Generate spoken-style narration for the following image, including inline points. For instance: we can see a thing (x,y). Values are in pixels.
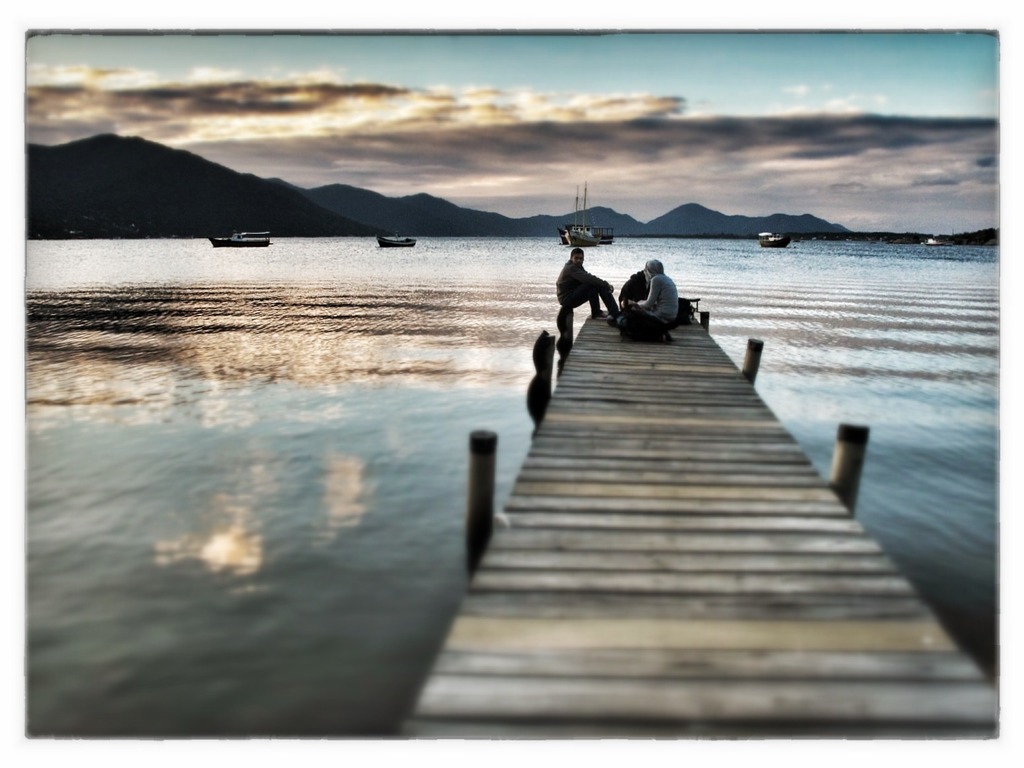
On the right side of the image (758,517) we can see a walkway (632,446) and there are people (612,294) sitting on the walkway (655,357). In the background (379,339) there is a river (224,285). We can see boats (763,240) on the river (809,252). There are hills (416,204). At the top (572,97) there is sky (444,90).
